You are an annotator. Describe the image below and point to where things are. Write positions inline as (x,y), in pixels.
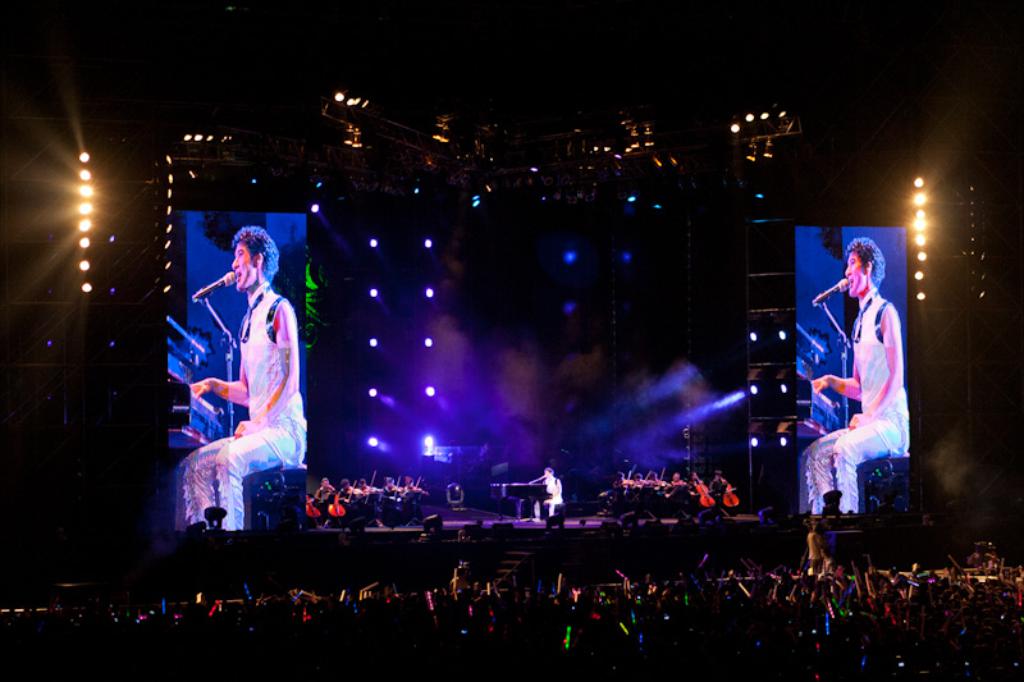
In this image there is a person (552,492) sitting on the stage (555,541) and singing in a microphone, beside him there are so many people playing musical instruments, also there are two screens (857,485) on the stage (613,521), also there are so many people (331,673) in-front of the stage (452,509).
